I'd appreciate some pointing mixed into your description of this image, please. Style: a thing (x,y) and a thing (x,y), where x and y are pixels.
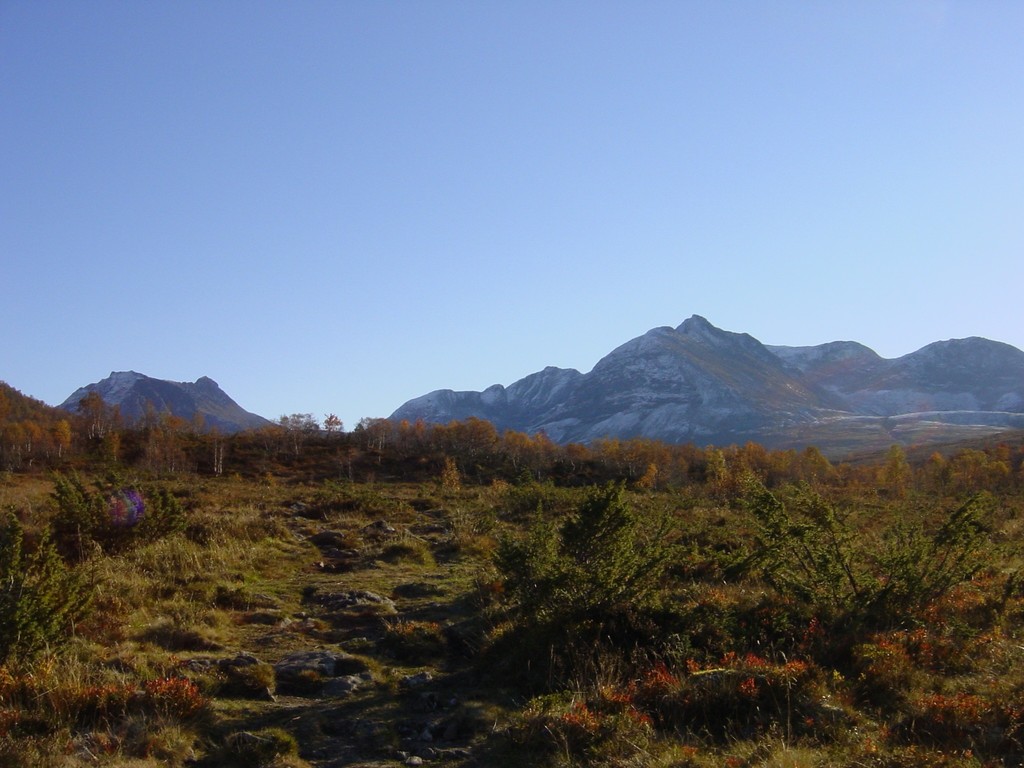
In the picture we can see a grass surface (423,615) with some plants (766,632) on it and in the background (34,442), we can see trees (45,448) and behind it we can see some hills (218,426) and sky (508,319).
